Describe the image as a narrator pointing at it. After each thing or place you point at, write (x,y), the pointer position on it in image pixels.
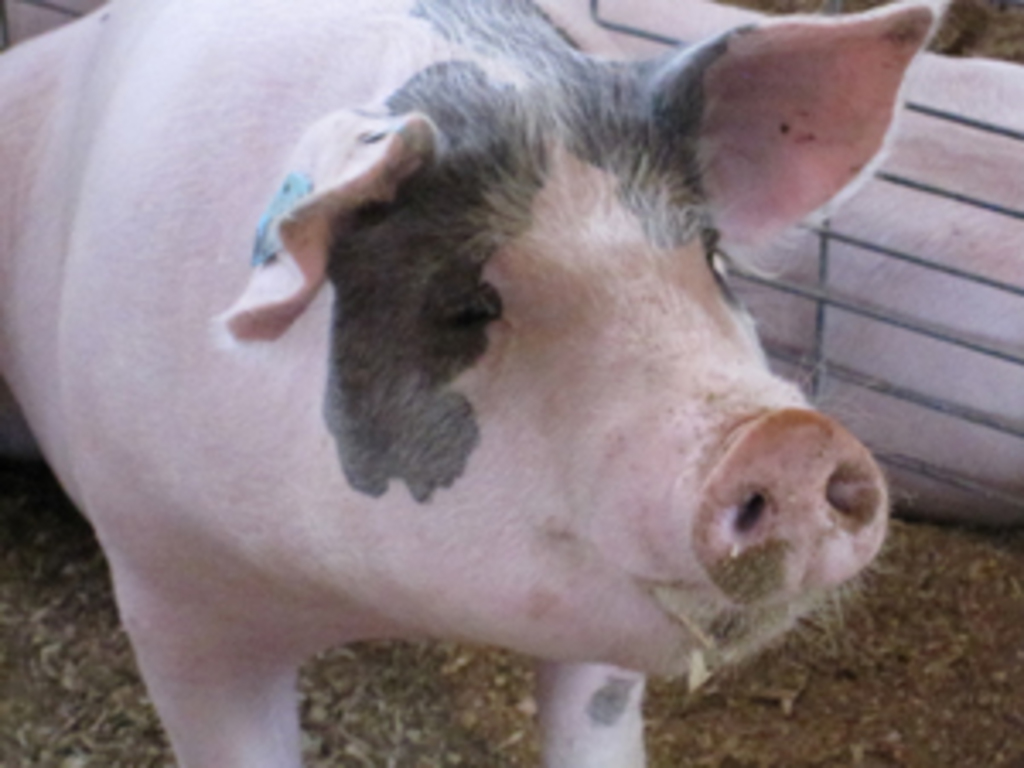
In this picture there is a pig (372,54). At the bottom (408,717) there is soil (718,755). On the right (960,246) there is another animal (940,105).
